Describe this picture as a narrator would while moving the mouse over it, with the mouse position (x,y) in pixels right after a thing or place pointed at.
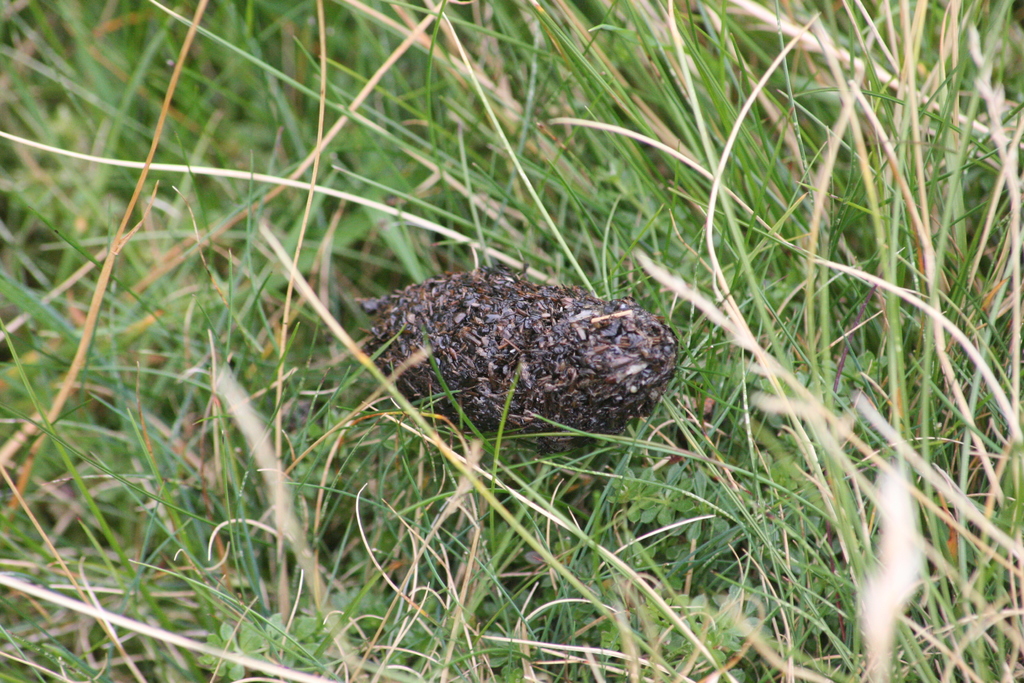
In the center of the image (494,326), we can see a stack of insects (505,283) and in the background (293,136), there is grass (568,245).
